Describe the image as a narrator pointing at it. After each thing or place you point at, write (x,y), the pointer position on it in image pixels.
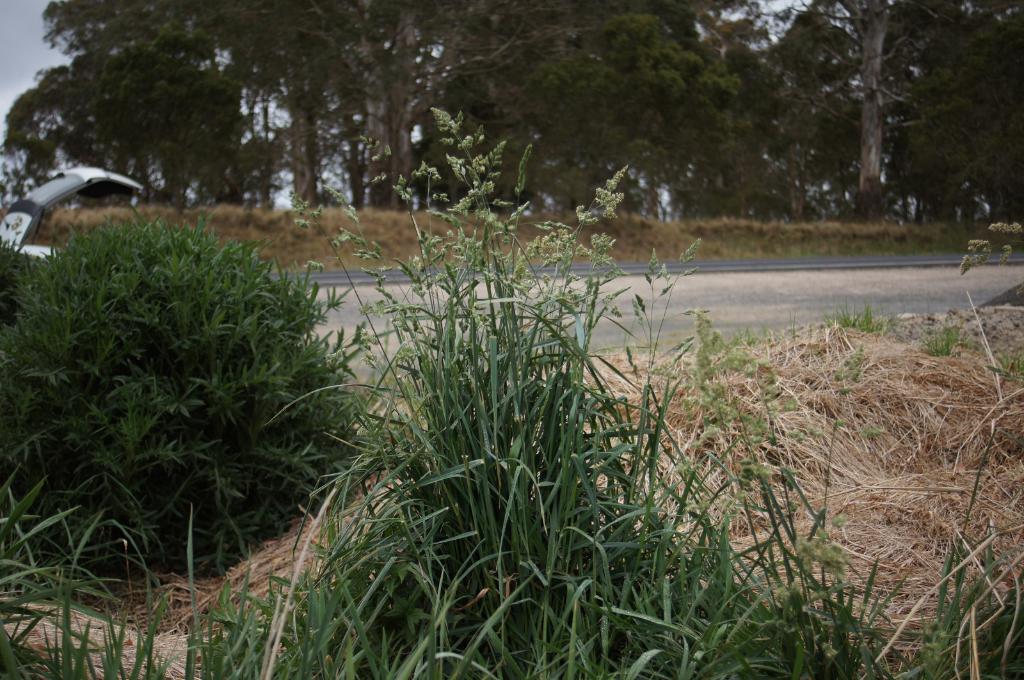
In the foreground of the image (619,472) we can see group of plant dried grass (775,476). To the left side (136,185), we can see a car (18,225). In the background (503,103), we can see a group of trees (132,109) and the sky (32,65).
